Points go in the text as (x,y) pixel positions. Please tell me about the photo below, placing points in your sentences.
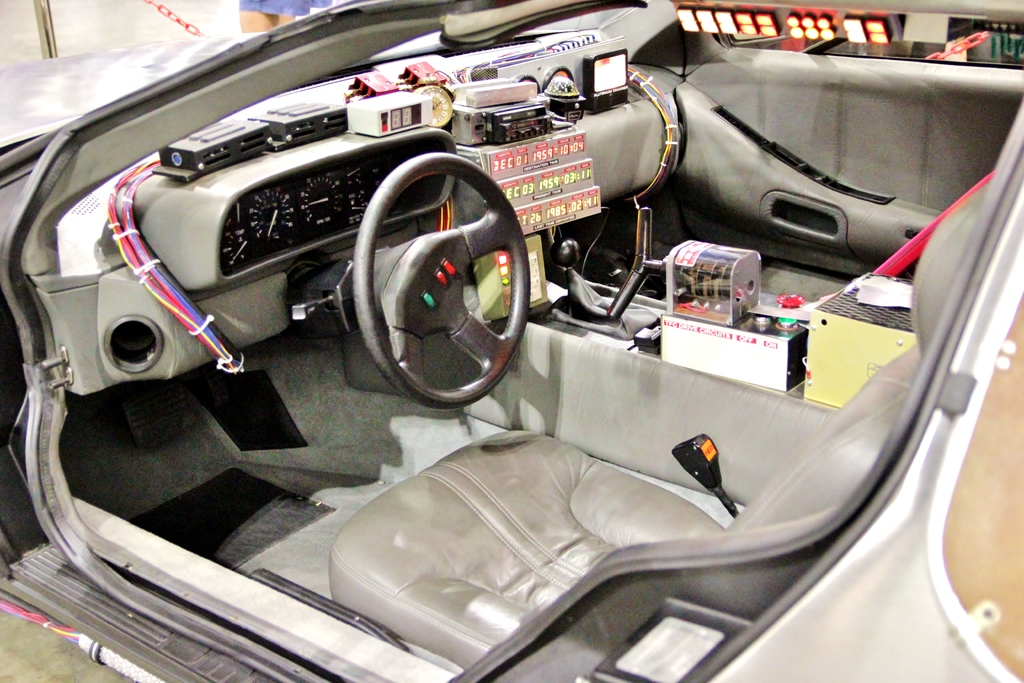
This image consists of a car (369,625). In which we can see seats (401,565), steering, wires (171,278) and there are some boxes (488,126) and a clock (445,105) kept in the car (431,493). At the bottom (44,661), there is a floor (28,658).
